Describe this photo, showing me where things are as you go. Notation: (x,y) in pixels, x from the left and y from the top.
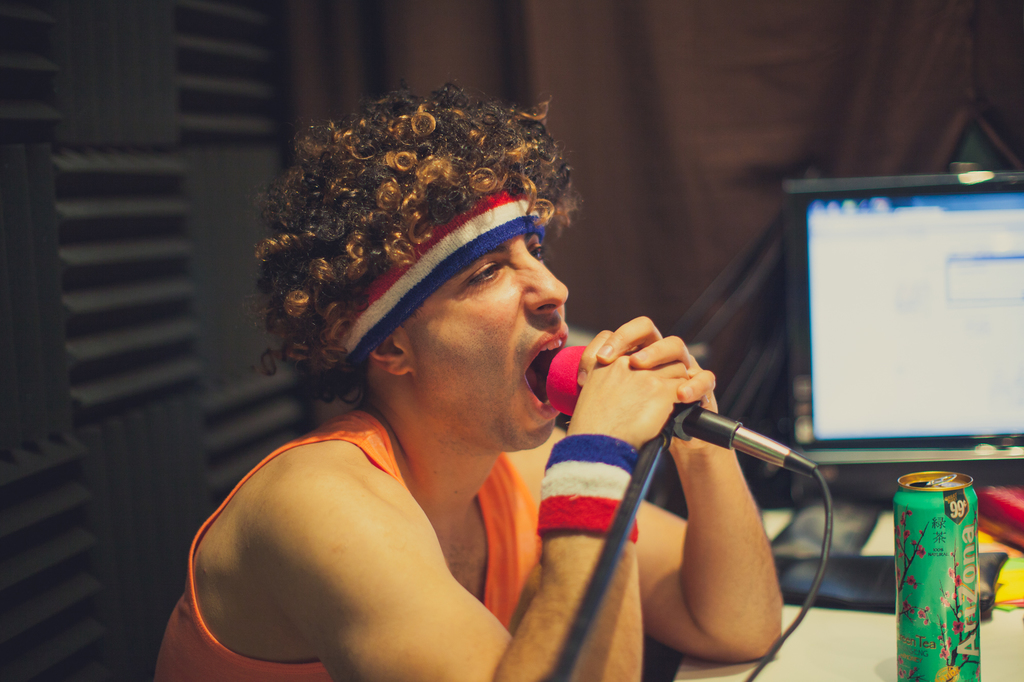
In this image, There is a table (845,619) which is in white color on that table (894,620) there is a can (936,584) which is in green color and there is a computer (860,339) which is in black color, In the background (626,107) there is a brown color wall (632,81).
